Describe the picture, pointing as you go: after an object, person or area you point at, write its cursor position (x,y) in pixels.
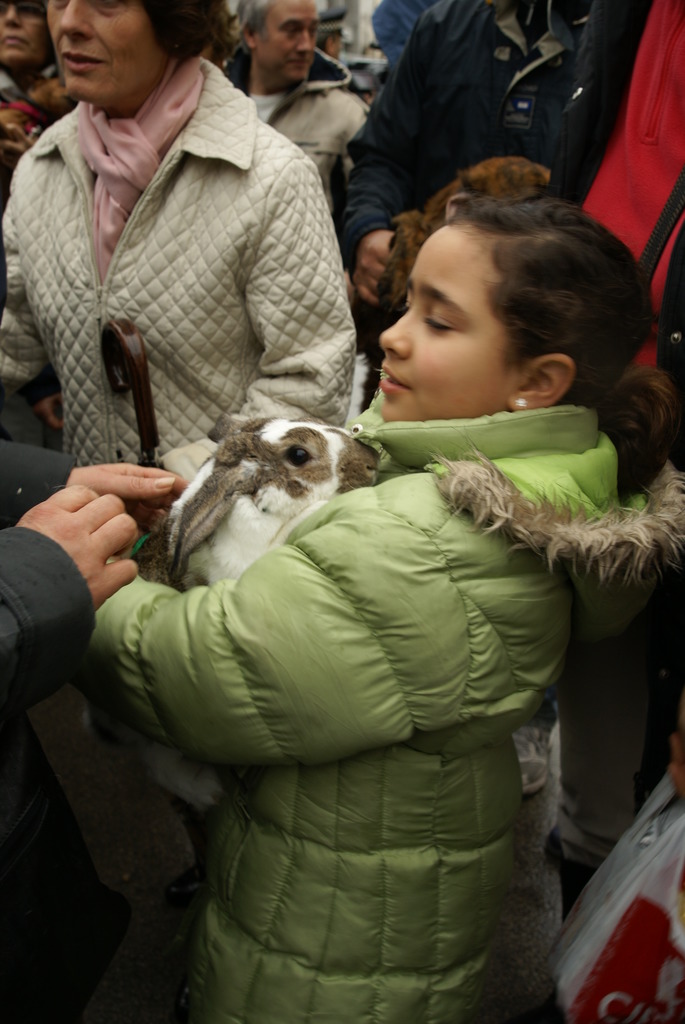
In this image we can see people (271,704) standing on the floor (144,976) and some of them are holding animals (237,416) in their hands (119,534).
